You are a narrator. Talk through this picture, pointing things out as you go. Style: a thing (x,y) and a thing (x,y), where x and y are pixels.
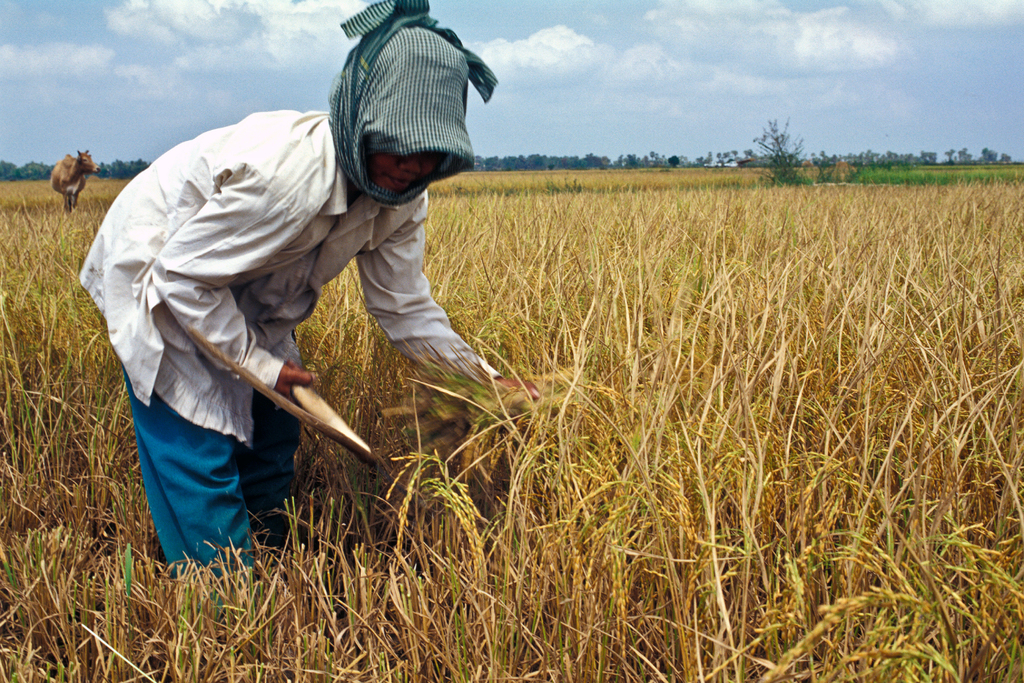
On the left side of the image (164,311) we can see a woman (176,277), she is holding an object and she is standing in the field (573,325), behind her we can see few trees (779,180), clouds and an animal (84,162).
